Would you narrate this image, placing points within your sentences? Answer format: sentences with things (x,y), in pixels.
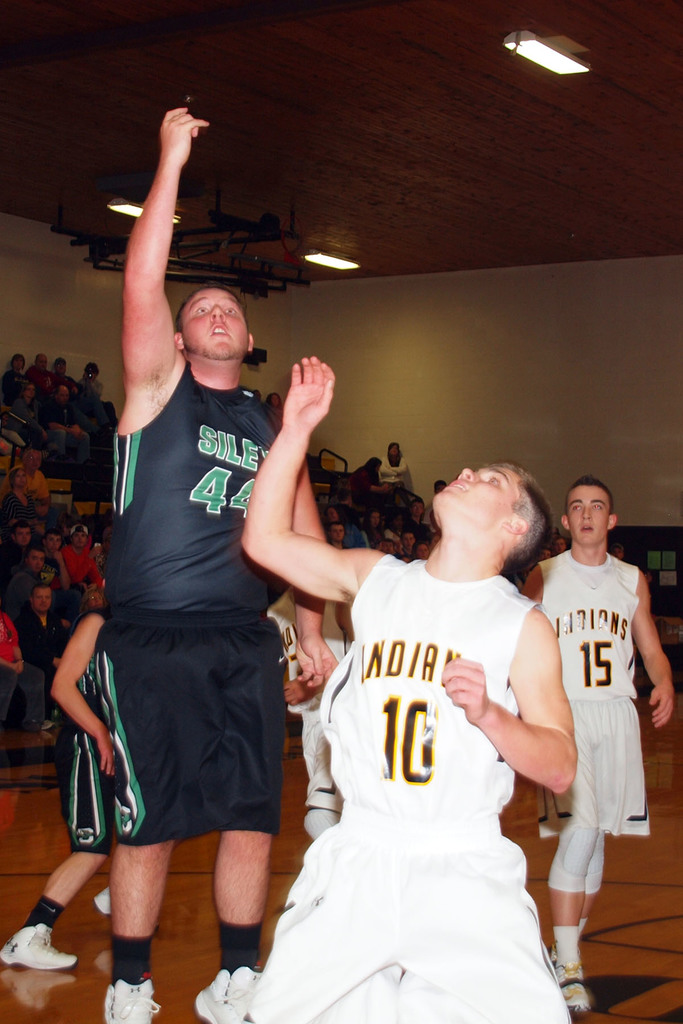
In this image we can see some people (506,601) are playing. And we can see they are wearing shoes (30,959). And we can see many people (59,448) are sitting behind them and watching. And we can see a floor (672,890). And we can see the ceiling (336,126). And we can see the lights (568,59). And some object (228,222) to ceiling (227,160).
